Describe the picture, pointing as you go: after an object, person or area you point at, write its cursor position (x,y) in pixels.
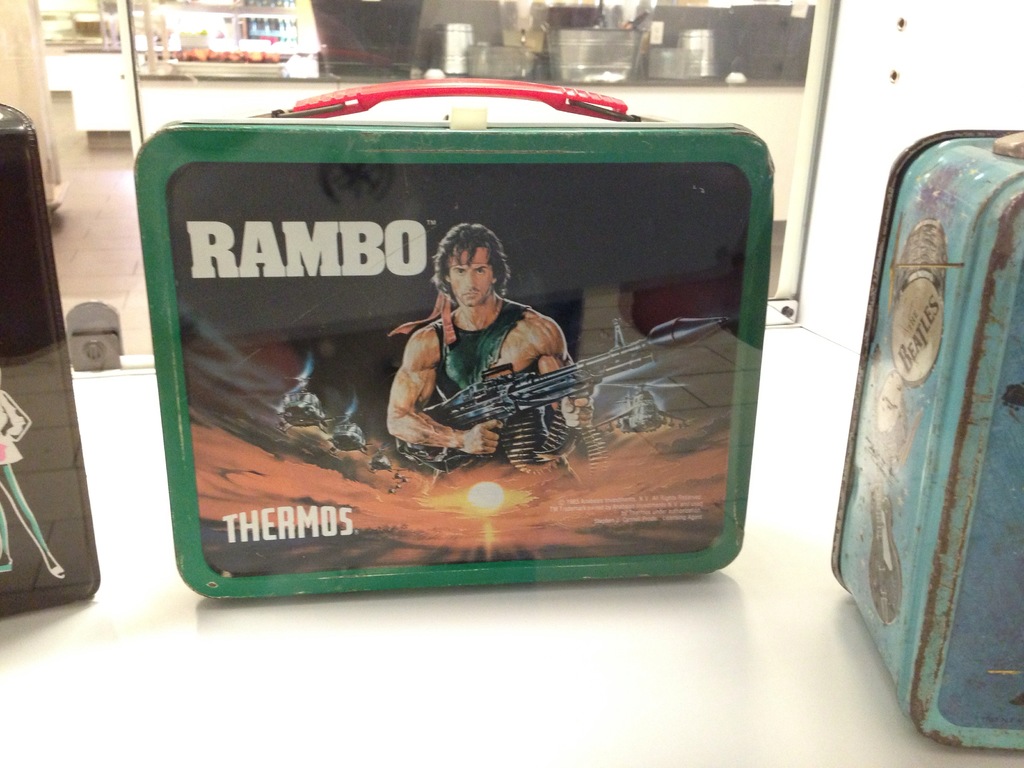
In this image I can see in the middle (389,495) it looks like a bag (676,501), in this image there is a man (463,355) holding the weapon (505,398). On the right side (966,199) it looks like an iron box (949,388).
